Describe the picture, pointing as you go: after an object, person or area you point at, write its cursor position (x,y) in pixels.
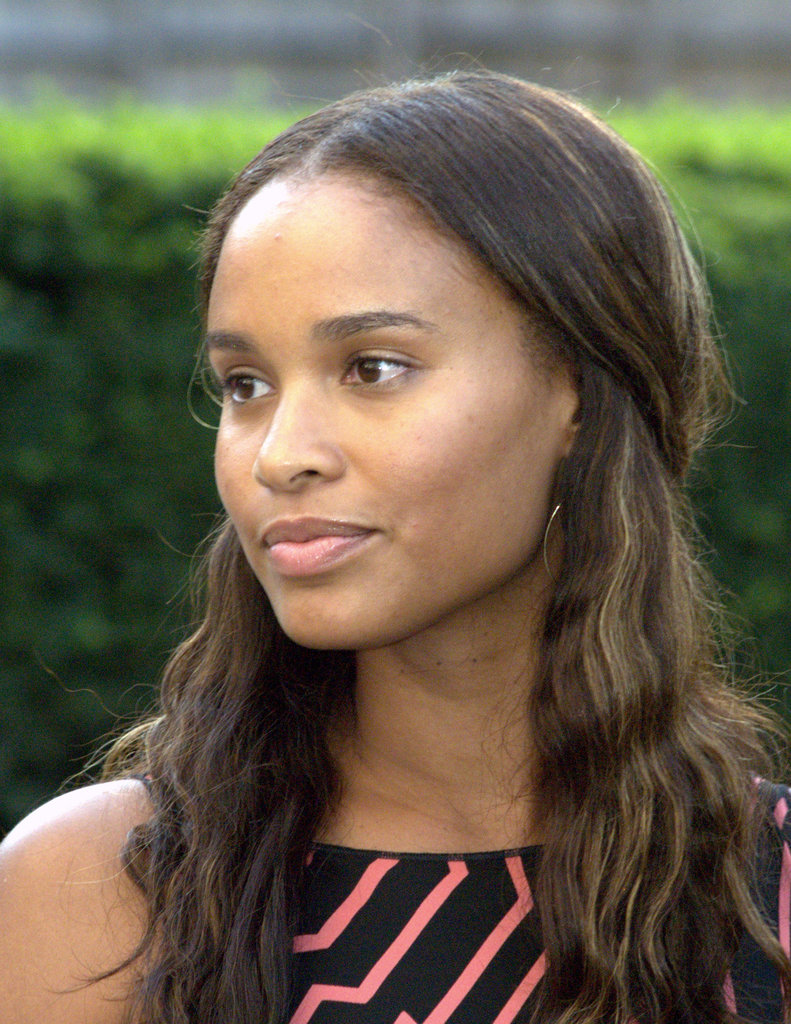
Background (745,455) portion of the picture is blur and we can see the greenery (22,368). In this picture we can see a woman (593,565) and she is smiling.
